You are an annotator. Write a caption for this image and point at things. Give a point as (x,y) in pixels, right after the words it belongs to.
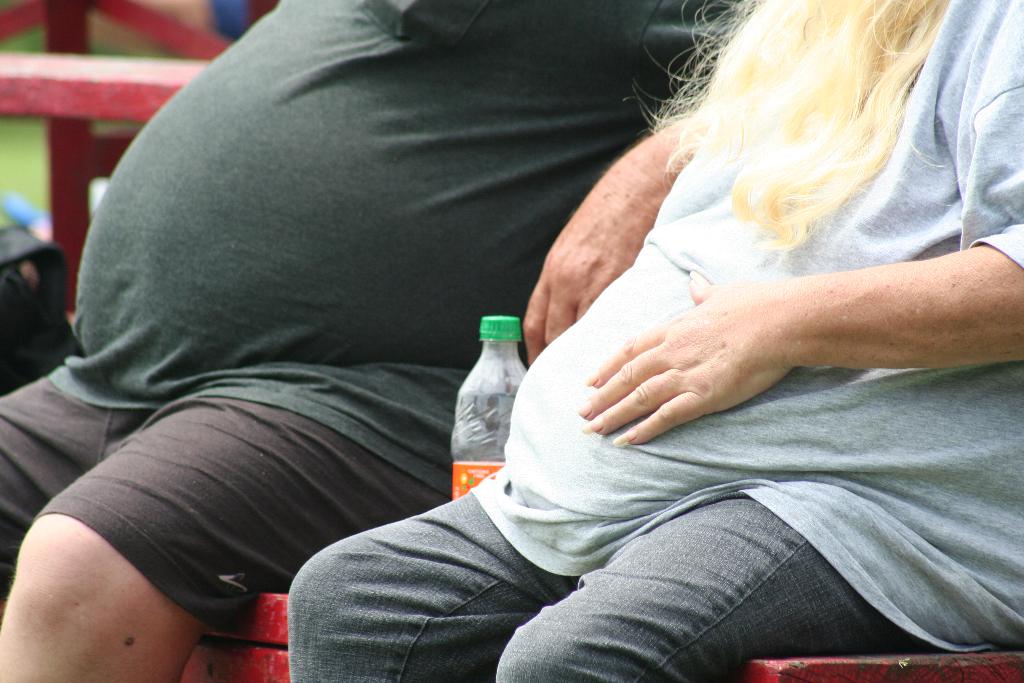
In this image I see 2 persons (472,288) who are sitting on the red surface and I see a bottle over here.
